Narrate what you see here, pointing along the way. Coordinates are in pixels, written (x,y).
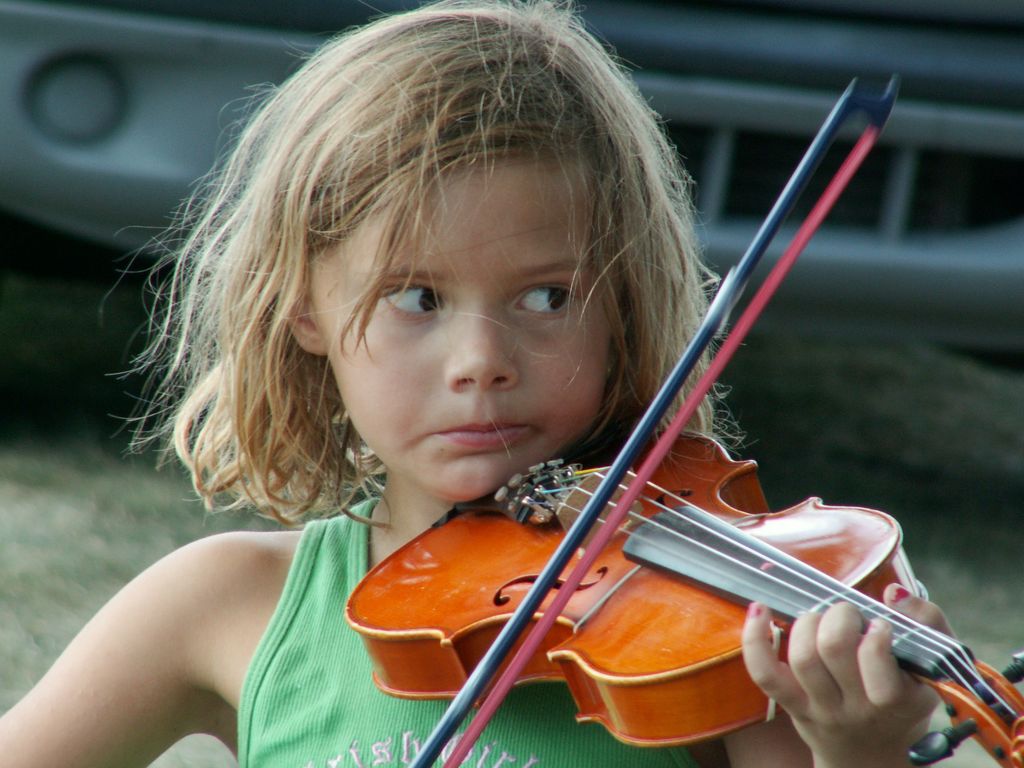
In this image a girl (310,386) is standing holding a violin (737,500) in her hand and playing the music. She is with a short hair (207,339). In the background (270,46) there is a car (198,118).
